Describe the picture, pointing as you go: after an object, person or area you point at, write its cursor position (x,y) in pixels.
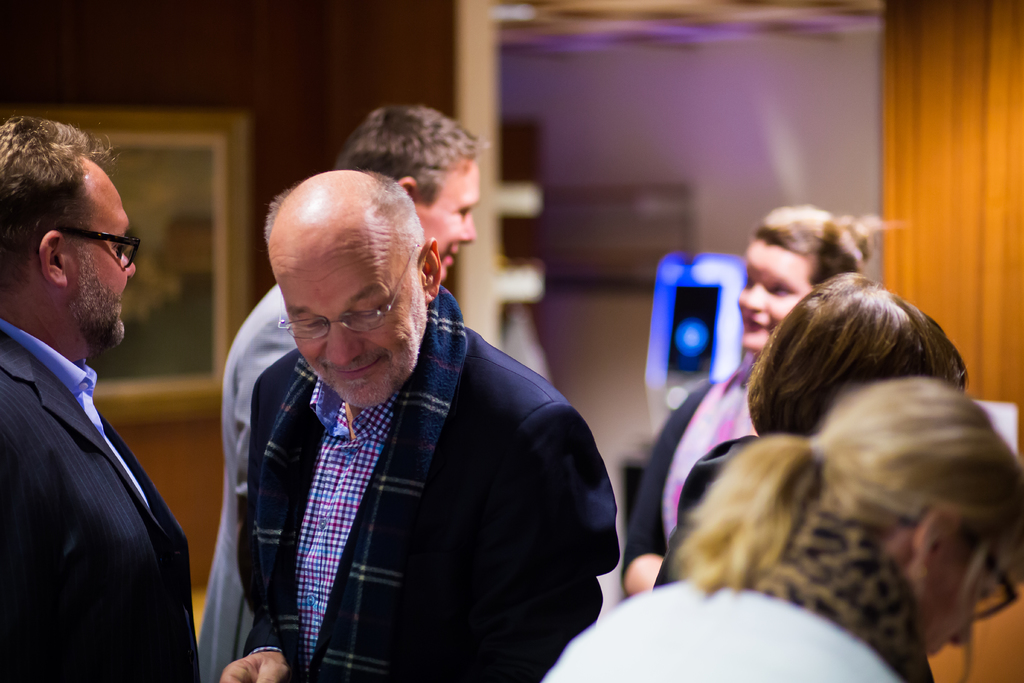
This picture describes about group of people (353,398), few people (336,402) wore spectacles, on the left side of the image (216,278) we can see a frame (221,249) on the wall (250,274), in the background (660,282) we can find curtains (940,243) and lights (680,274).
